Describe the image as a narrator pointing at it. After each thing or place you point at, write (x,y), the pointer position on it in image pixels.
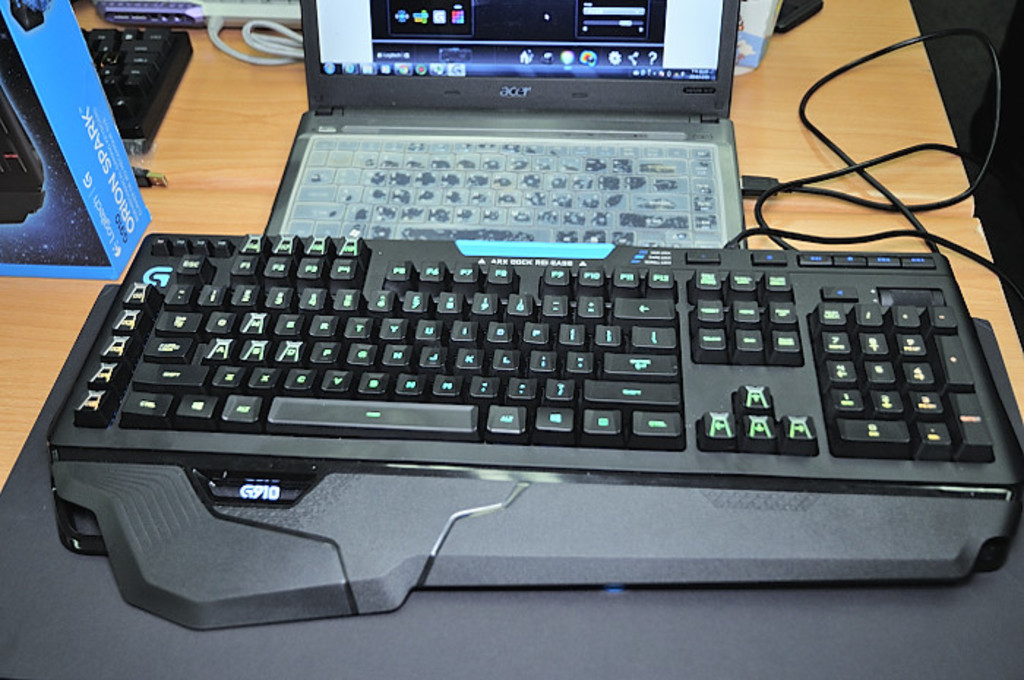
In this picture we can see a table (30,323). On the table (32,338) we can see the keyboards (308,309), laptops (316,113), wires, box (89,122) and some objects (770,38).
